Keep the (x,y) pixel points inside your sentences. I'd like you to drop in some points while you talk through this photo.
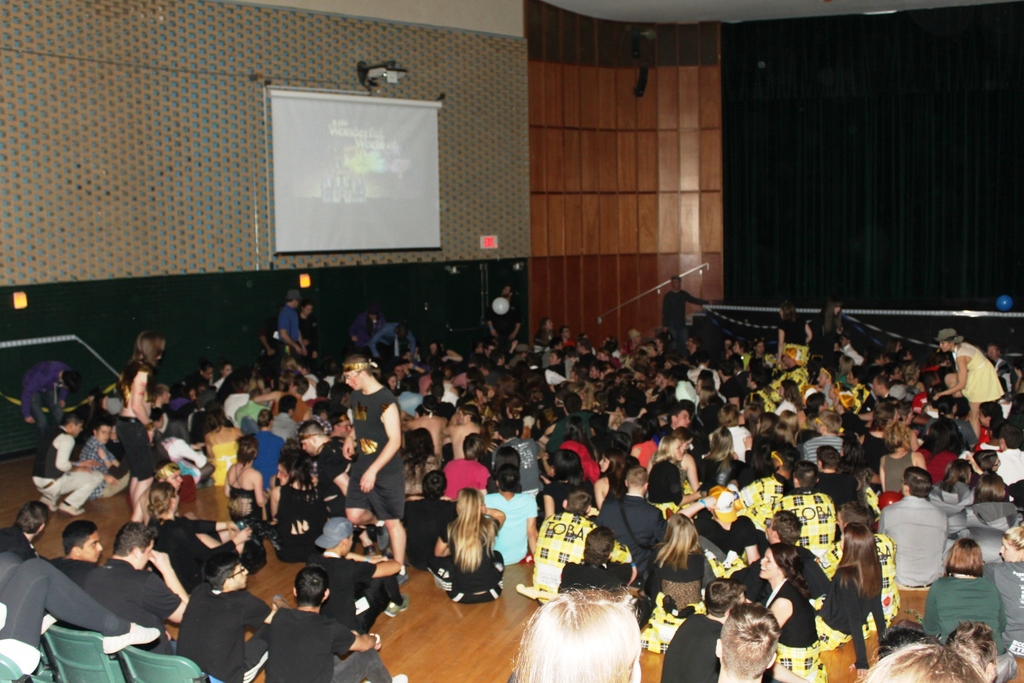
In this image there are people (574,586) sitting on the floor (468,633). Few people (290,333) are standing on the floor (425,639). Left bottom there are people (103,617) sitting on the chairs (80,636). A screen (325,195) is attached to the wall (220,197). Right side (942,287) there are curtains (842,240).
